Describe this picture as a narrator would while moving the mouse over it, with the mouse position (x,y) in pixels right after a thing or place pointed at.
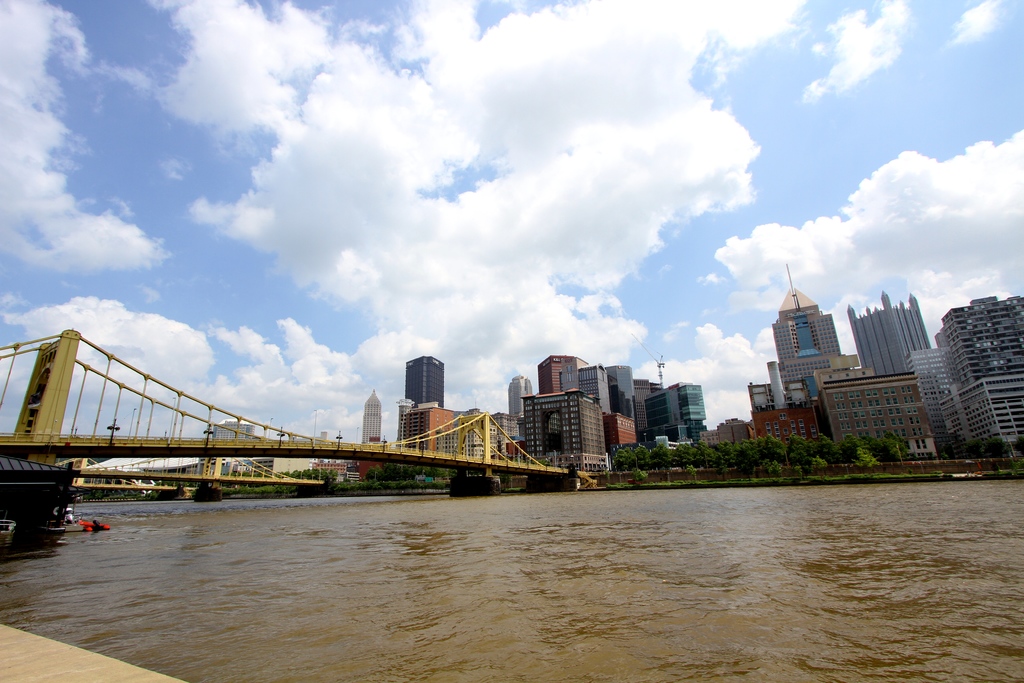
In the center of the image (577,393) we can see buildings (516,414), bridges (469,448), trees (800,456), pole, boats (10,525). At the bottom of the image (572,617) we can see water (488,583), floor (49,649). At the top of the image (358,132) we can see clouds (453,208) are present in the sky (495,261).
